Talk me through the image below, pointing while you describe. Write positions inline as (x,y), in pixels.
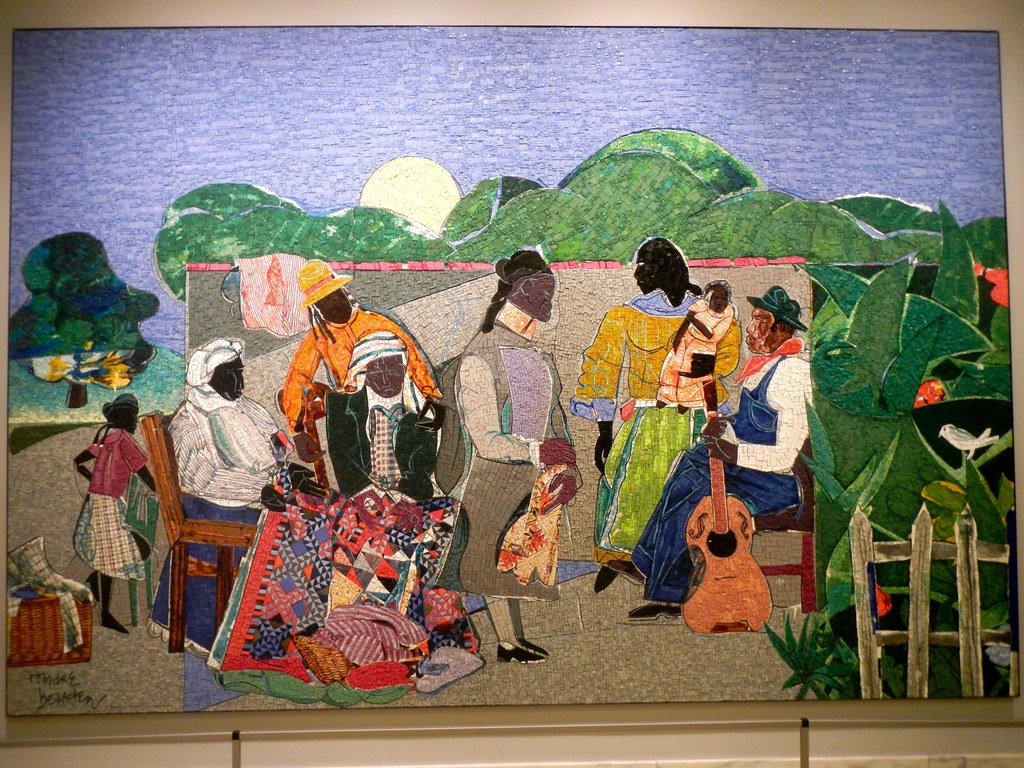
In this image we can see a painting (520,205). In the painting (448,246) there are men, women (427,461), carpets (436,510), musical instruments (723,539), trees (838,556), sky (458,116), bird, wooden grill (916,630), ground (742,654) and sun (376,190).
